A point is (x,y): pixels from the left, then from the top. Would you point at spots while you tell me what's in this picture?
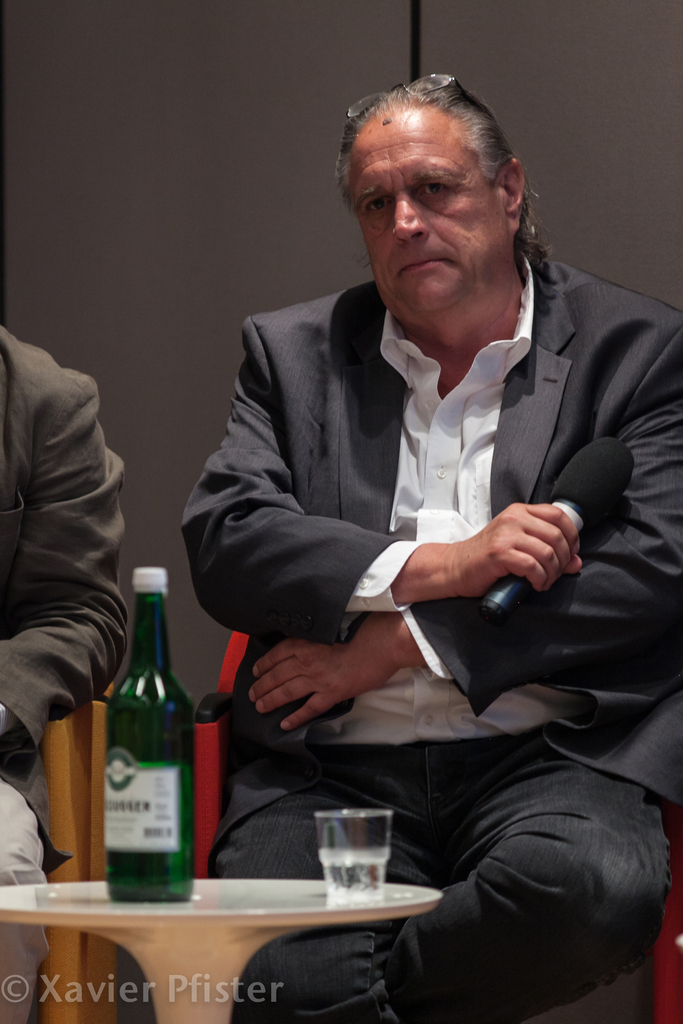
In the foreground of the picture (352,886) there is a desk (200,906), on the desk (278,894) there is a bottle (176,808) and glass (364,834). In the center of the picture (368,551) there are two men (413,591) sitting in chairs (206,719). In the background (147,81) it is wall (535,86) painted grey.
